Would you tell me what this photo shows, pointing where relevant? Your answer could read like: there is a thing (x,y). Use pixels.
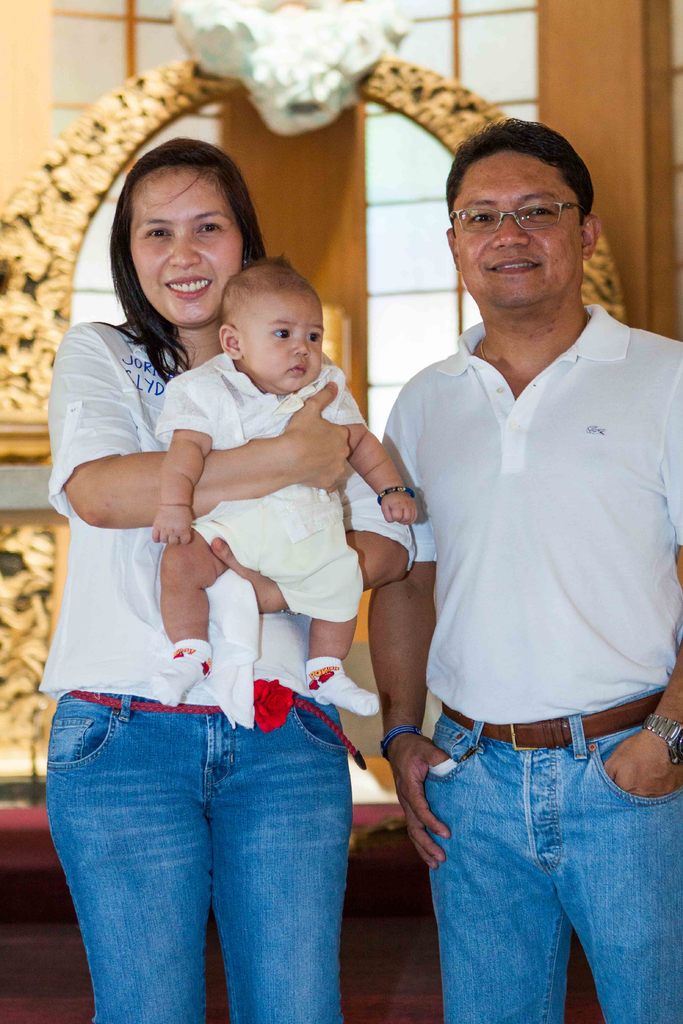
In the image there is a man (540,140), woman (111,765) along with a baby (237,547) standing, they wearing white t-shirts (667,402) and blue jeans (254,905), in the back (48,269) there is an arch (48,269) followed by window (384,314) behind it.
